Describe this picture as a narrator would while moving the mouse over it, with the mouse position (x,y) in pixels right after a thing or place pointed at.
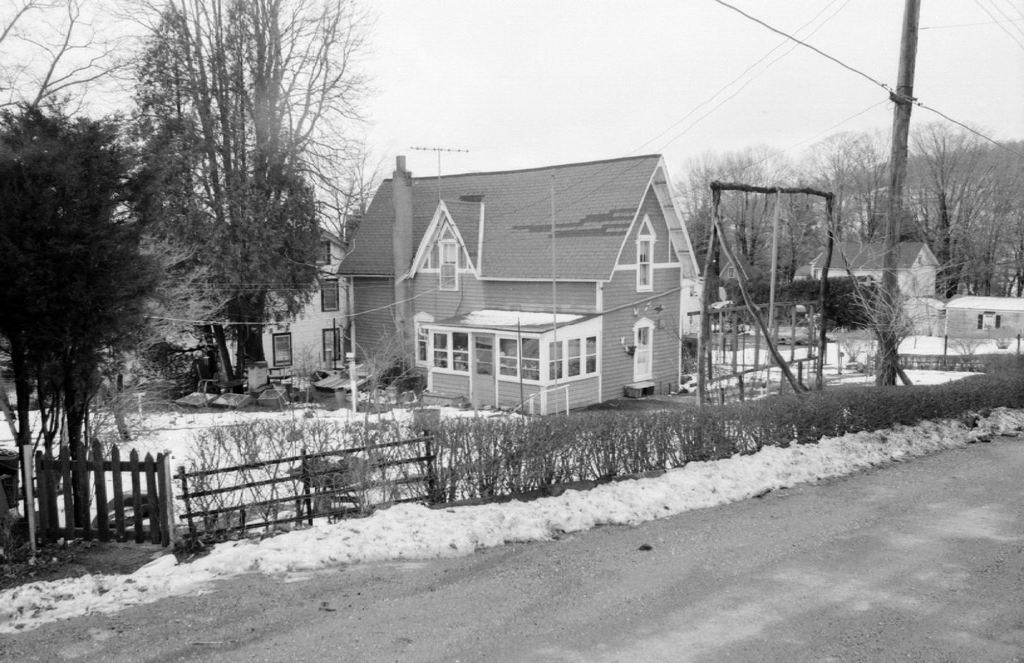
This is a black and white image. In this image we can see building (611,333) in the center of the image (462,303). At the bottom of the image (414,449) we can see fencing (67,483), plants (535,457), snow (649,491) and road (607,662). On the right side of the image (911,266) we can see pole (899,270) and buildings (874,276). On the left side of the image (211,284) we can see trees (289,236). In the background (694,89) there is a sky (643,106).
